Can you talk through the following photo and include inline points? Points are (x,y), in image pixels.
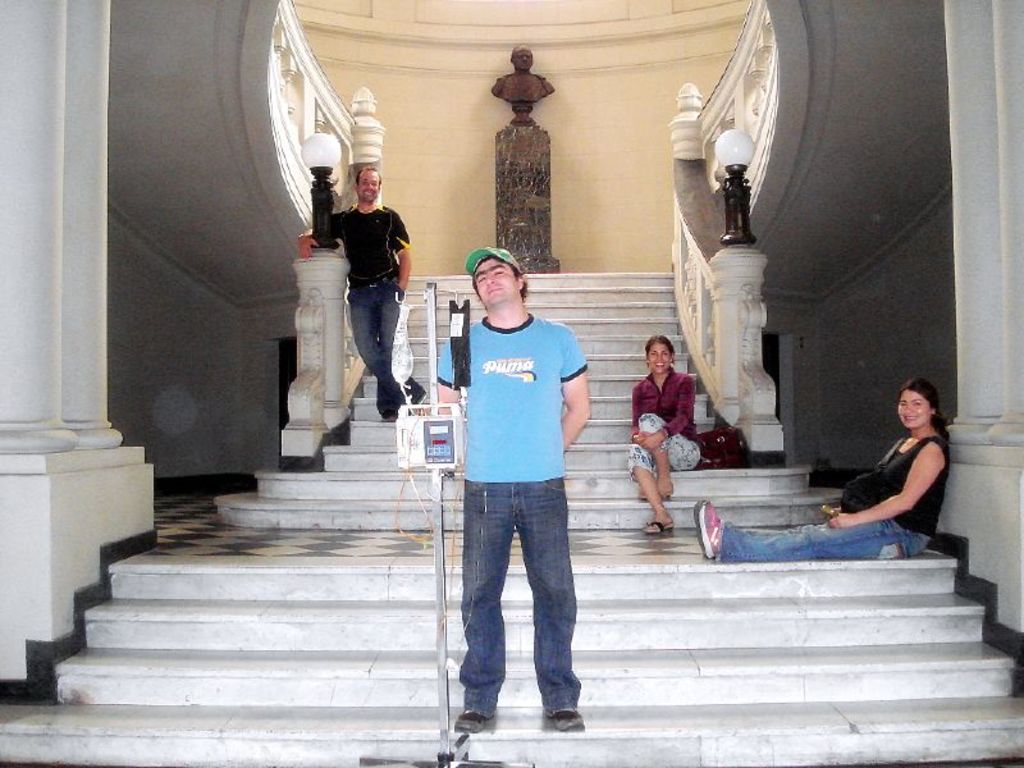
Here in this picture, in the middle (510,382) we can see two men (391,236) standing on the steps (759,475) and we can see two women (648,525) sitting over there and all of them are smiling and the man (477,426) in the front (453,430) is having an equipment (448,421) on a stand (435,375) in front of him and we can see he is wearing cap (472,272) and behind them we can see a statue (519,92) present and we can also see lamp posts (303,151) present on the side railing walls (696,283).
